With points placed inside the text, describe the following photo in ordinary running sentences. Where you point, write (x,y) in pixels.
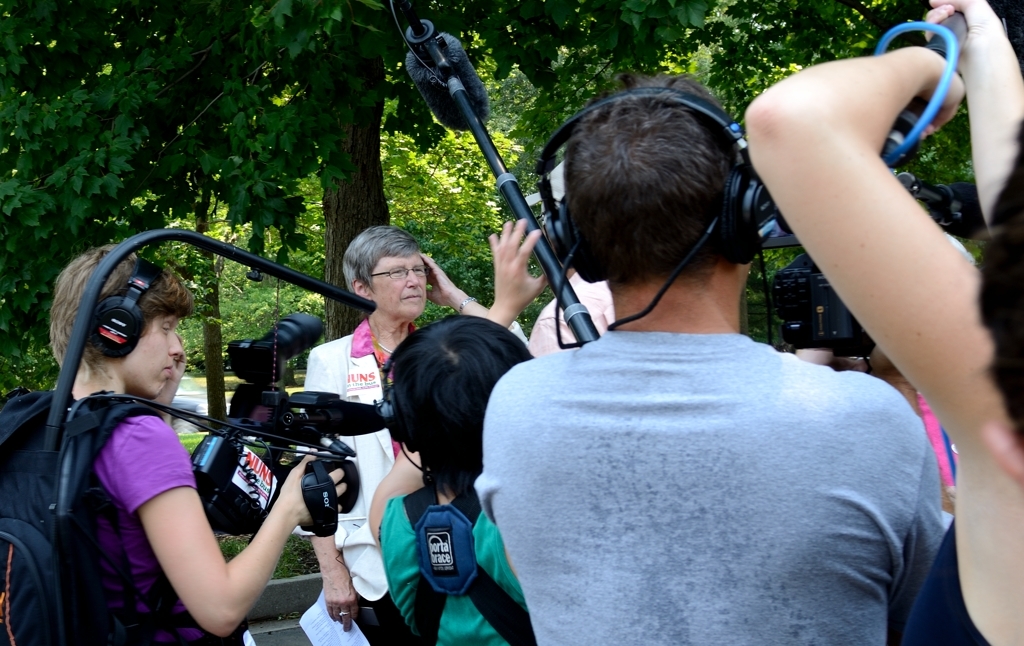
Group of people (497,520) standing and this person (139,481) wore bag (83,458) and holding camera (255,504) and this person (372,572) holding papers (327,622). Background (125,141) we can see trees (365,37).
